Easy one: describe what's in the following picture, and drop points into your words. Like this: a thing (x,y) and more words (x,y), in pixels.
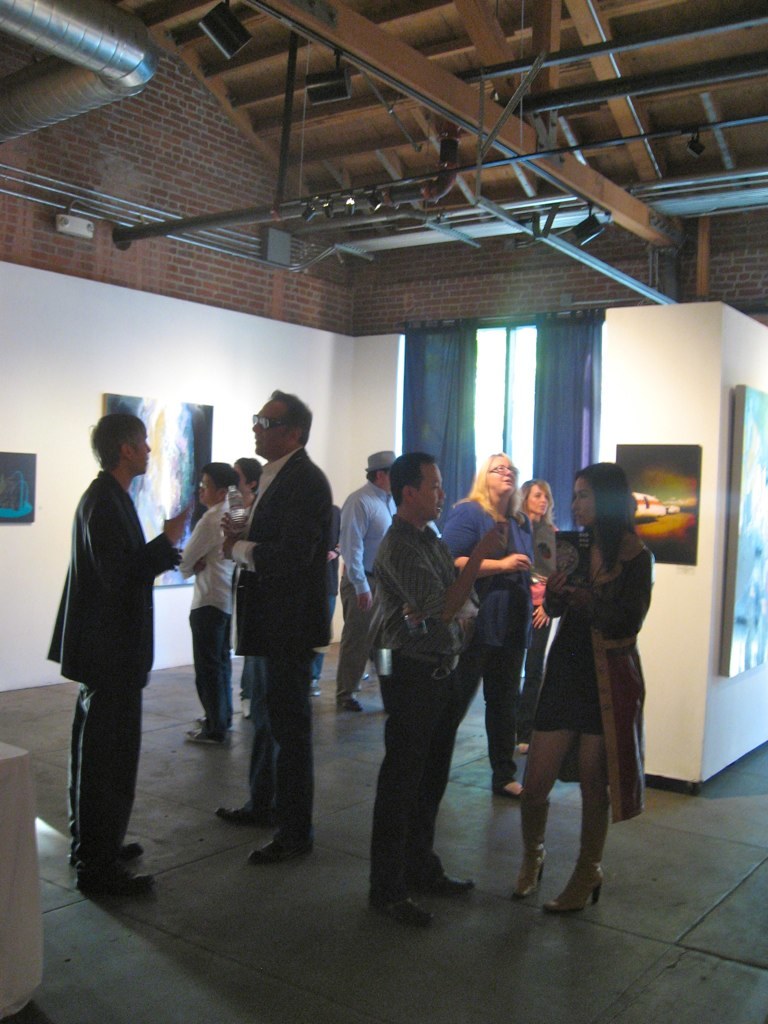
In this image we can see people (253,638) standing on the floor (377,684). In the background (654,455) there are photo frames (672,480) on the wall (661,372). There is a roof (544,161).
